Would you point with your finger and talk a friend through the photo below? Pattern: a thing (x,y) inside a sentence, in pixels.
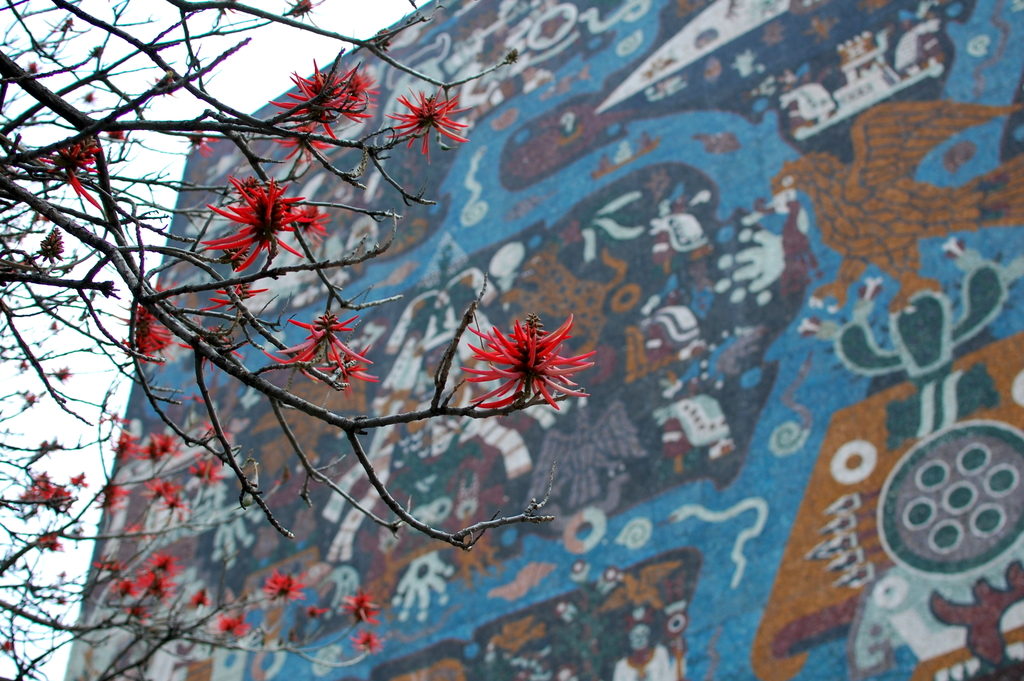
On the left side of the image (127,269) there are branches (111,203) with red flowers (353,356). Behind them there is a wall (583,263) with designs (481,24). In the background (224,95) there is sky (84,49).
